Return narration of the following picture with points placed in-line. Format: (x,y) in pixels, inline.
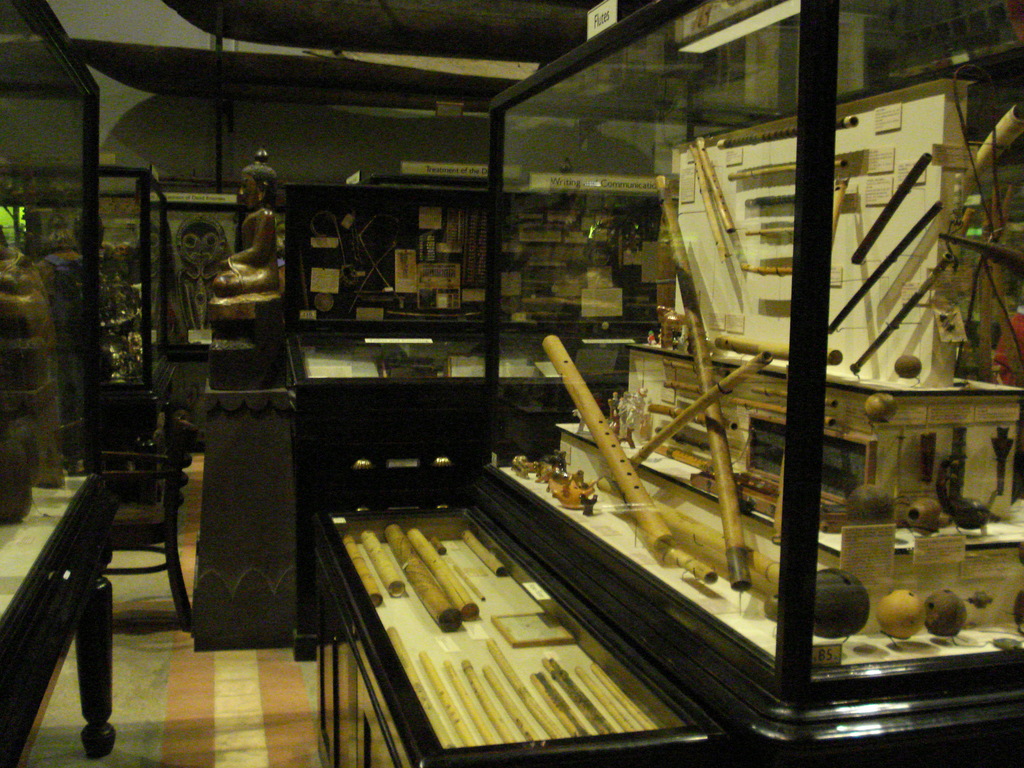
In this image I see many flutes (699,162) and sticks (685,528) over here and I can also see few more things (948,508) and I see a sculpture (253,209) over here and I see a chair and I see the floor (64,753) and I see many more things (43,345) in the glass containers (315,241) and I see the wall (166,39) and I see a board (605,21) over here on which there is a word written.
